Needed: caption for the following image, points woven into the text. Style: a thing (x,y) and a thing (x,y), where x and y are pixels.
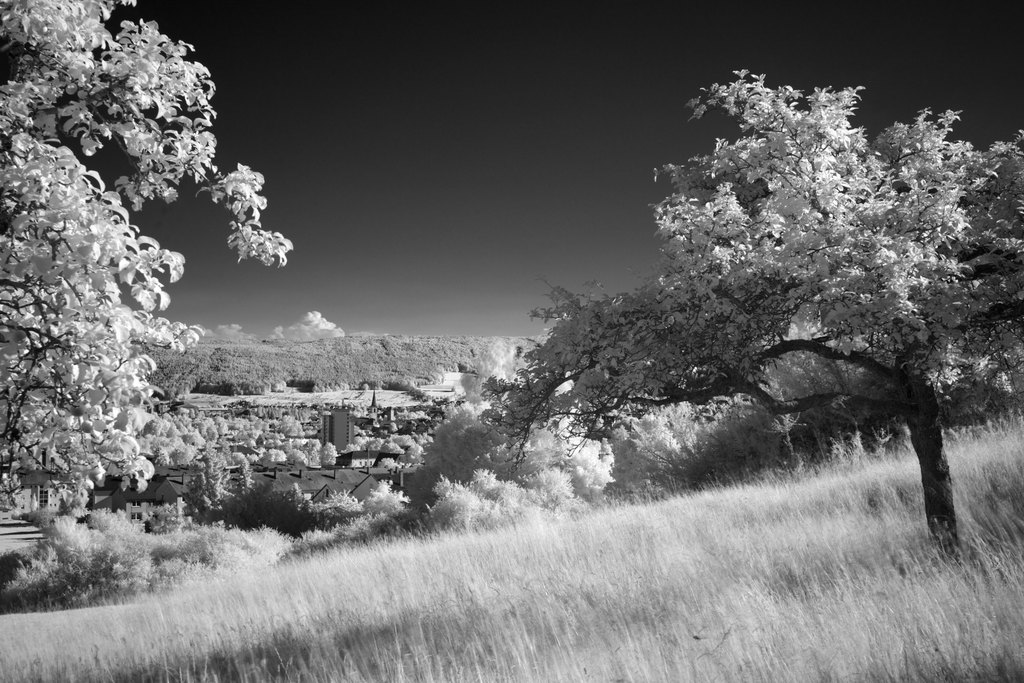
There is a grass (453,608) at the bottom of this image (551,630). We can see trees (465,357) in the middle of this image (569,452) and the sky (431,231) is in the background (396,228).
